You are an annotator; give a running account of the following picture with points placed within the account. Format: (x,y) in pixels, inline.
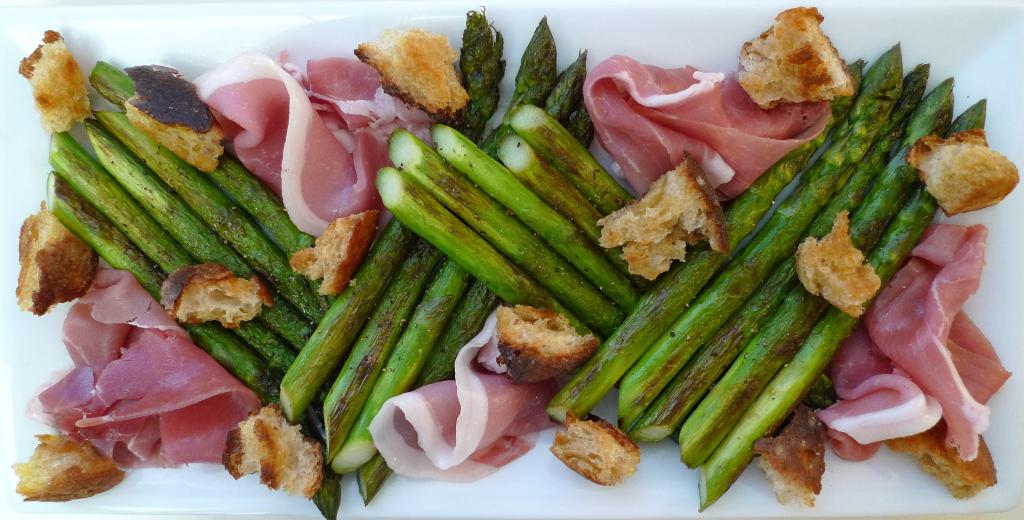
In this picture there is a tray (569,158) in the center of the image (533,311), which contains food items (460,148) in it.
